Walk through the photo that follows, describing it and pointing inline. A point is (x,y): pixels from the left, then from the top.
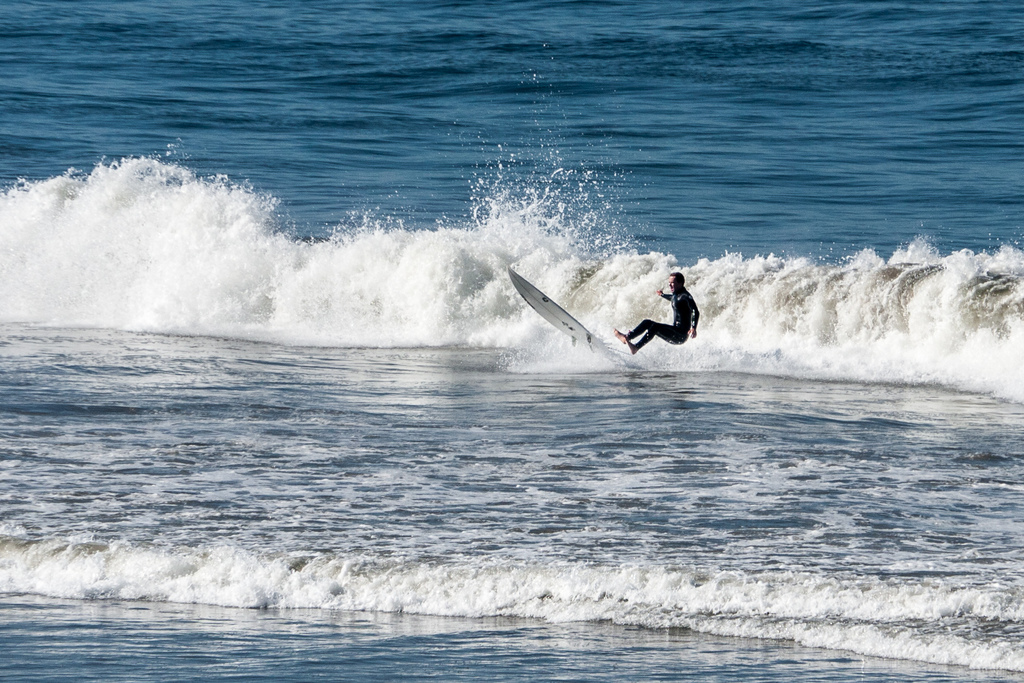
In this picture I can see a man (673,338) is surfing on the water (588,426). The man (670,330) is wearing black color clothes (678,320).
